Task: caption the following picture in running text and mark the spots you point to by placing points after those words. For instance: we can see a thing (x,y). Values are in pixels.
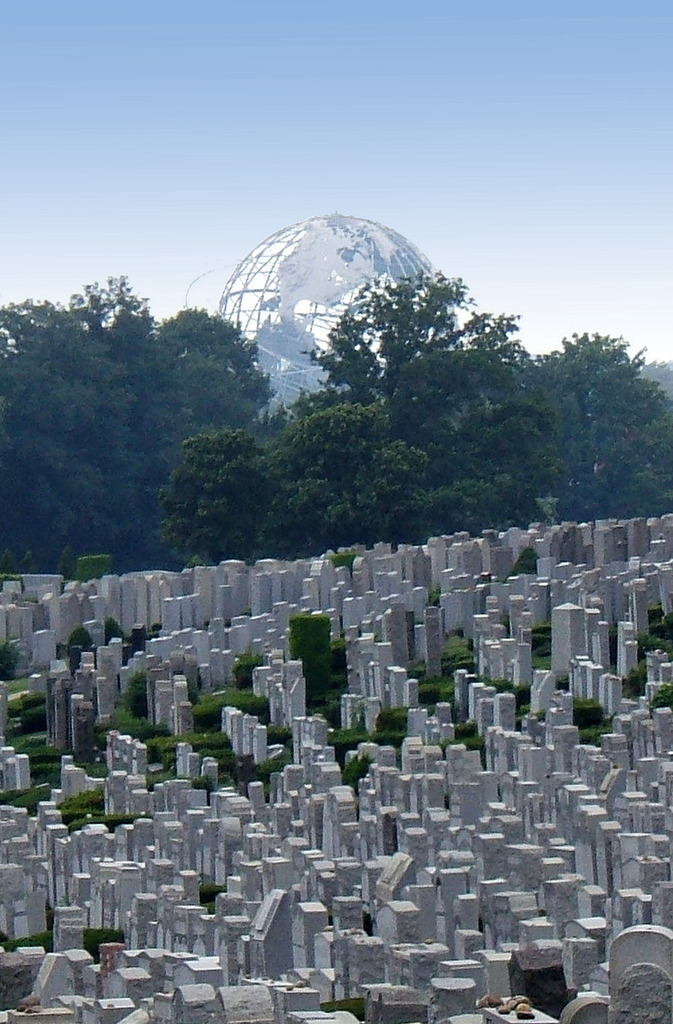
In this image there are so many stones (358,681) on the ground (270,720). In the background (282,414) there are trees (452,466) and there is a globe (311,310) in between the trees (275,420). At the top (243,72) there is sky (266,70). On the ground (220,738) there is grass (215,738) and stones (476,814).
